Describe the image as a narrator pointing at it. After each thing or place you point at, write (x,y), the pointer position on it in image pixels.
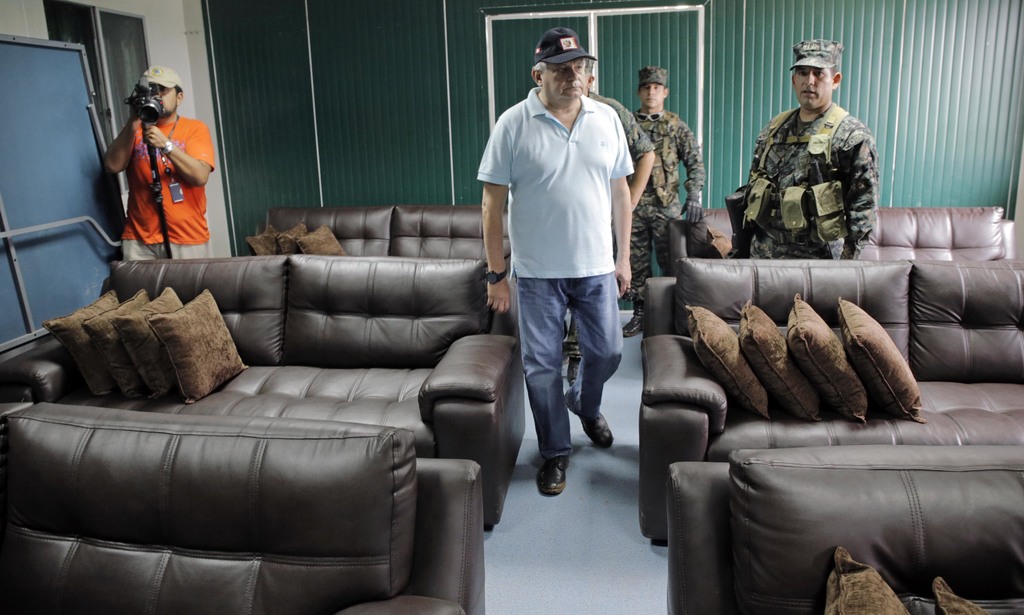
Here we can see group of military people (655,111) standing and at the left side (203,172) there is a person (210,155) with video camera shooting everything and there are lots of couches (670,322) present here.
